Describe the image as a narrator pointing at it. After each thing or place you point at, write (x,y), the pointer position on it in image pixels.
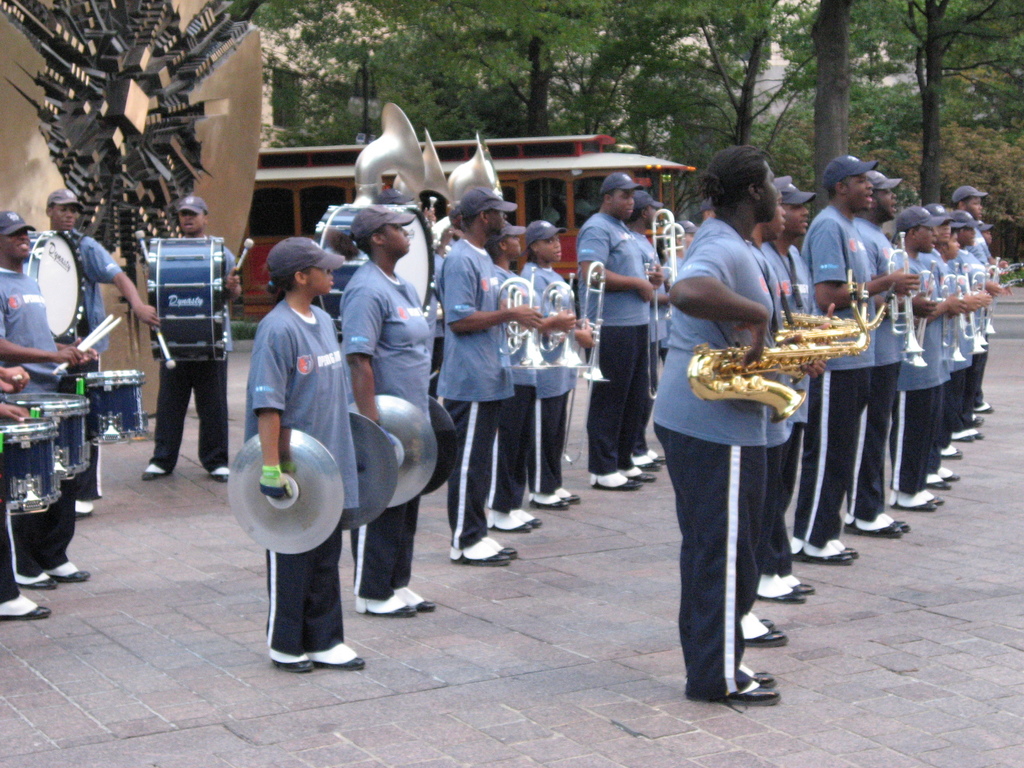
On the background (642,34) we can see trees (709,63) and a house (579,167). This is a sculpture (156,110). We can see all the persons (485,320) standing and playing musical instruments (715,350).
